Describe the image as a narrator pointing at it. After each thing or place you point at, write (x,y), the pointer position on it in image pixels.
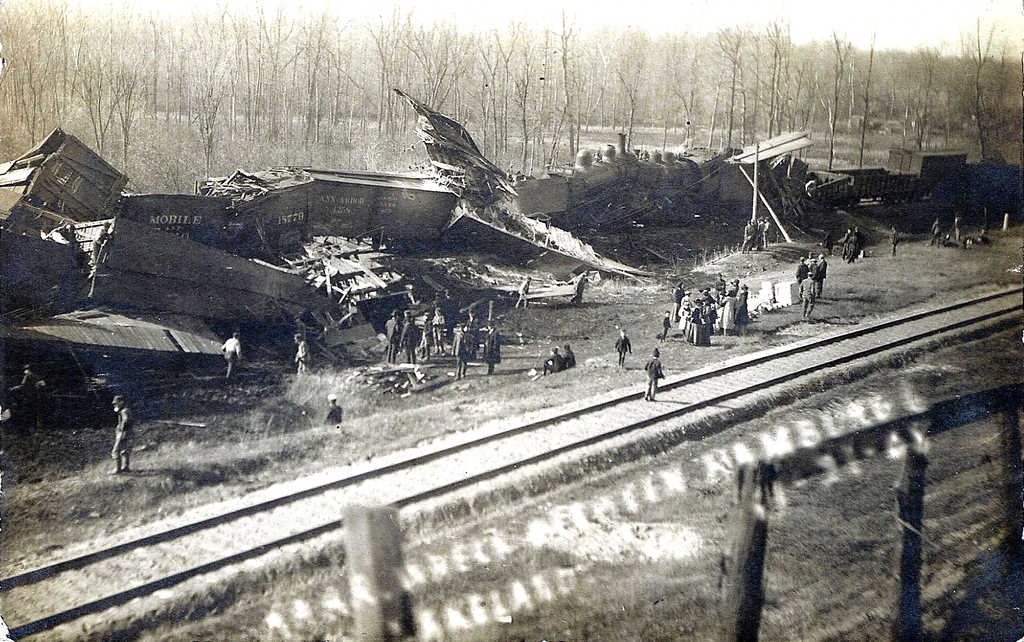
In this image we can see a railway track (510,435), behind people (489,353) are standing and some metal things (300,250) are kept. Behind it dry trees (264,107) are there.
